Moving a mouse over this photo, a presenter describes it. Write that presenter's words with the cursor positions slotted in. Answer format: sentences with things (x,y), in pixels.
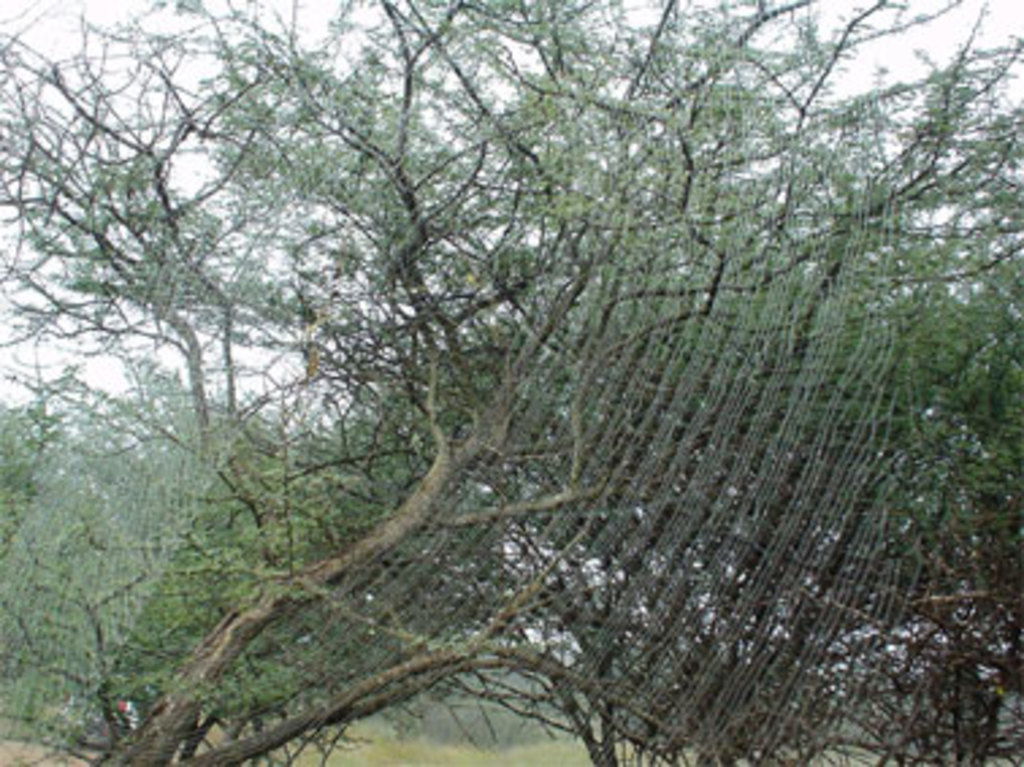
In this image we can see a few trees (545,284). In the foreground (369,573) we can see a spider web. At the top (703,7) we can see the sky (349,51).
